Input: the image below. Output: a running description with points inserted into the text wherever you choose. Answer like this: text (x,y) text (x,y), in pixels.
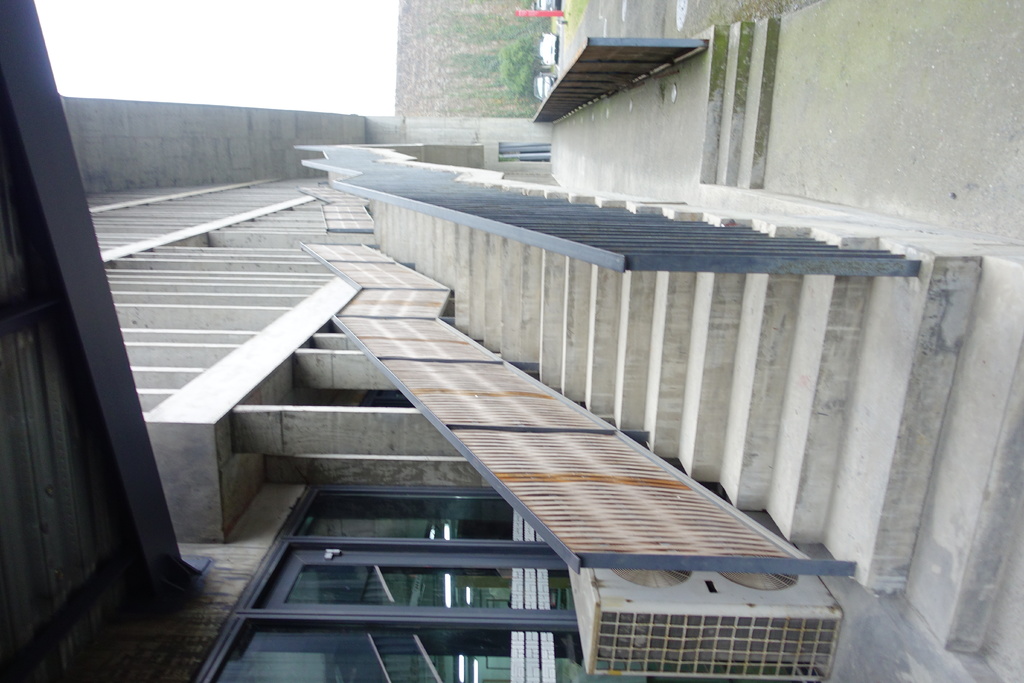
This image is clicked outside. There are stairs (699,474) in the middle (674,414). There is a building (288,515) at the bottom (391,585). There are cars (536,84) at the top (549,62).
